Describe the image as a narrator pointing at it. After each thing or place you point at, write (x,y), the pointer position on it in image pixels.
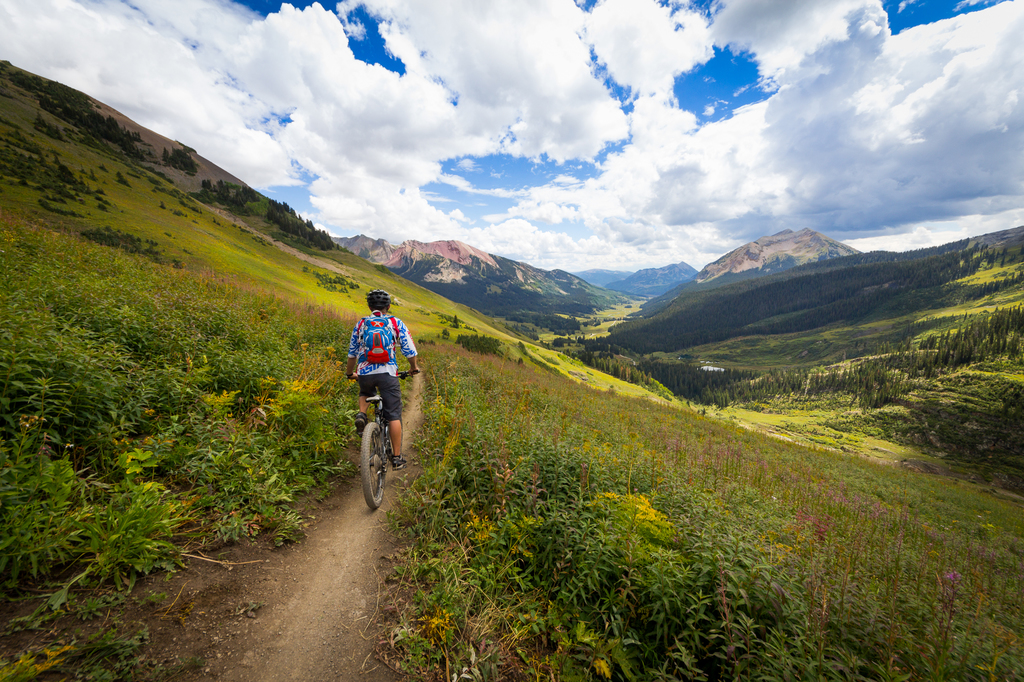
This is an outside view. On the left side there is a person (390,372) wearing helmet (374,297) on the head (371,311) and bag (373,341) and riding a bicycle (381,456). On the ground (358,535), I can see many plants (202,352) and grass (243,252). In the background (314,242) there are few mountains (495,270). On the right side (978,338) there are many trees (772,316). At the top of the image (377,56), I can see the sky (363,52) and clouds (356,109).
